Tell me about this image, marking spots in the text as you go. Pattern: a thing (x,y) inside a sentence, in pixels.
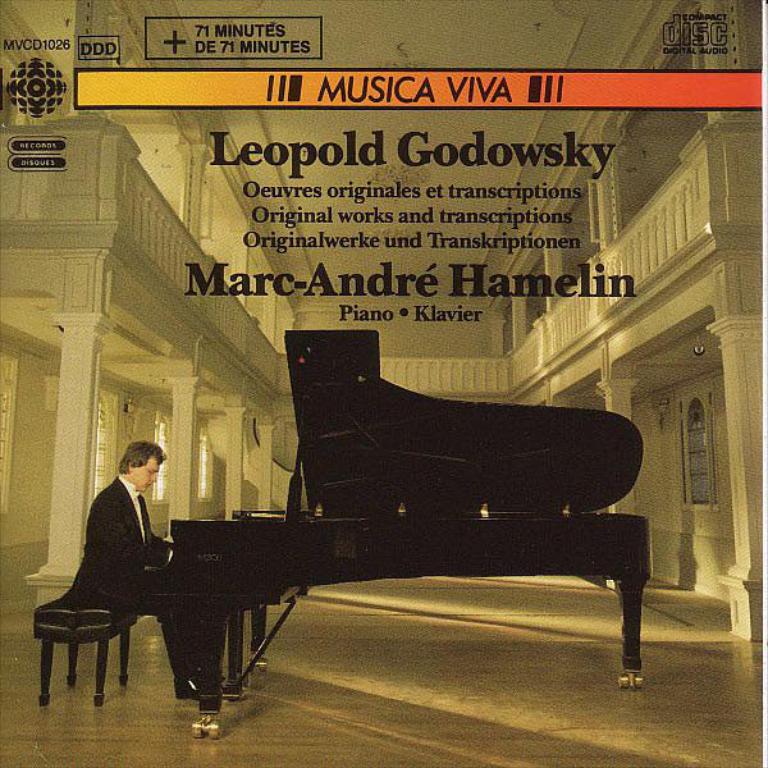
In this image I can see a man (143,592) is sitting on a bench (84,622) and playing a piano (310,553) on the floor (364,659).
